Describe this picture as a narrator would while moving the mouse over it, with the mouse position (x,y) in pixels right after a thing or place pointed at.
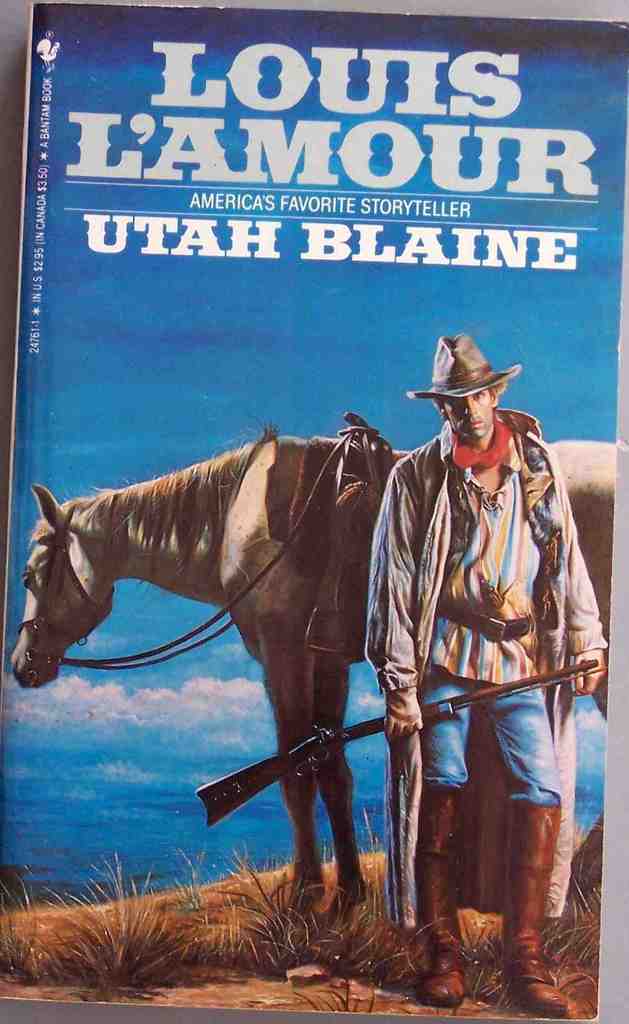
In the image we can see the picture of the man (404,573) standing, wearing clothes (427,742), boots (447,822), and hat (455,347) and holding a rifle (475,697) in the hands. We can even see horse (203,539), grass (205,957), sky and the text (295,156).
